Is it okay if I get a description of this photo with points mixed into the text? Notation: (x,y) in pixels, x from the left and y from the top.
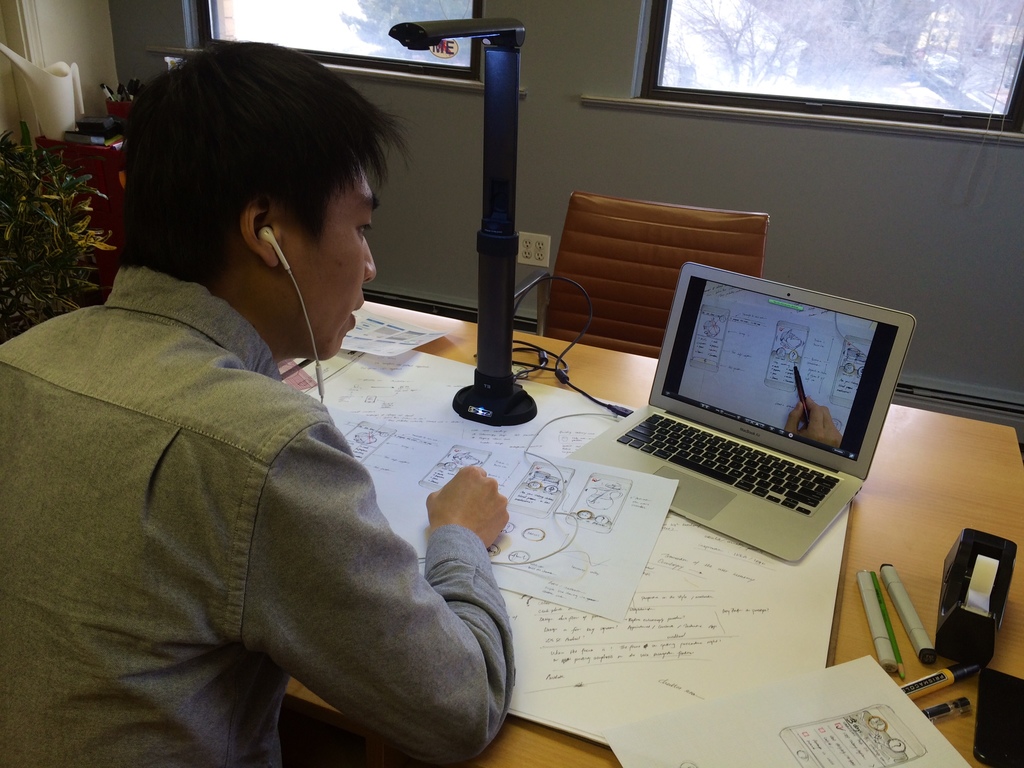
Here a man (449,570) is listening to the video and writing it on the paper (415,513). We can see laptop (795,462) on the table (957,525) and pens (918,641), marker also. In the background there is a chair (612,281), wall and window (676,48) and a water plant (60,236).
